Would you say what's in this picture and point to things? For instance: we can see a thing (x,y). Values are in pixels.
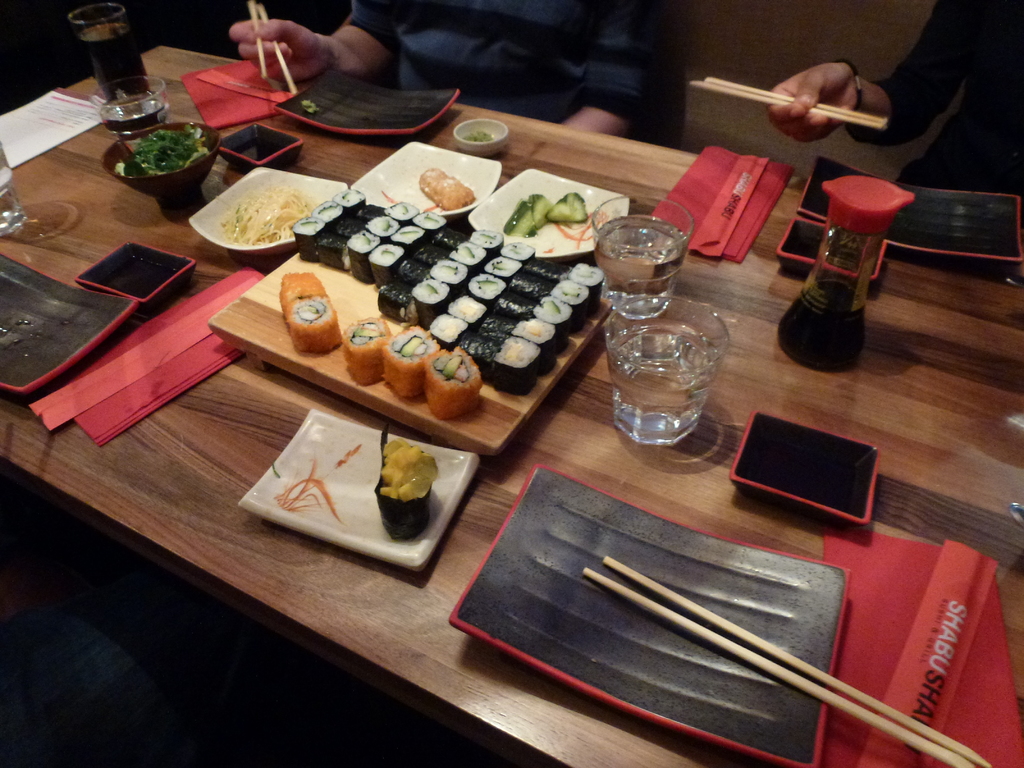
Here is a table (302,388) and there is a lot of food items (402,392) on the table (318,388), this is a plate (362,116), chopsticks (263,61), a person (318,45) is holding chopsticks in his right hand (297,44), a napkin (711,162), glasses (637,315), sushi (290,293), drinks (98,57), noodles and a card (63,126).
